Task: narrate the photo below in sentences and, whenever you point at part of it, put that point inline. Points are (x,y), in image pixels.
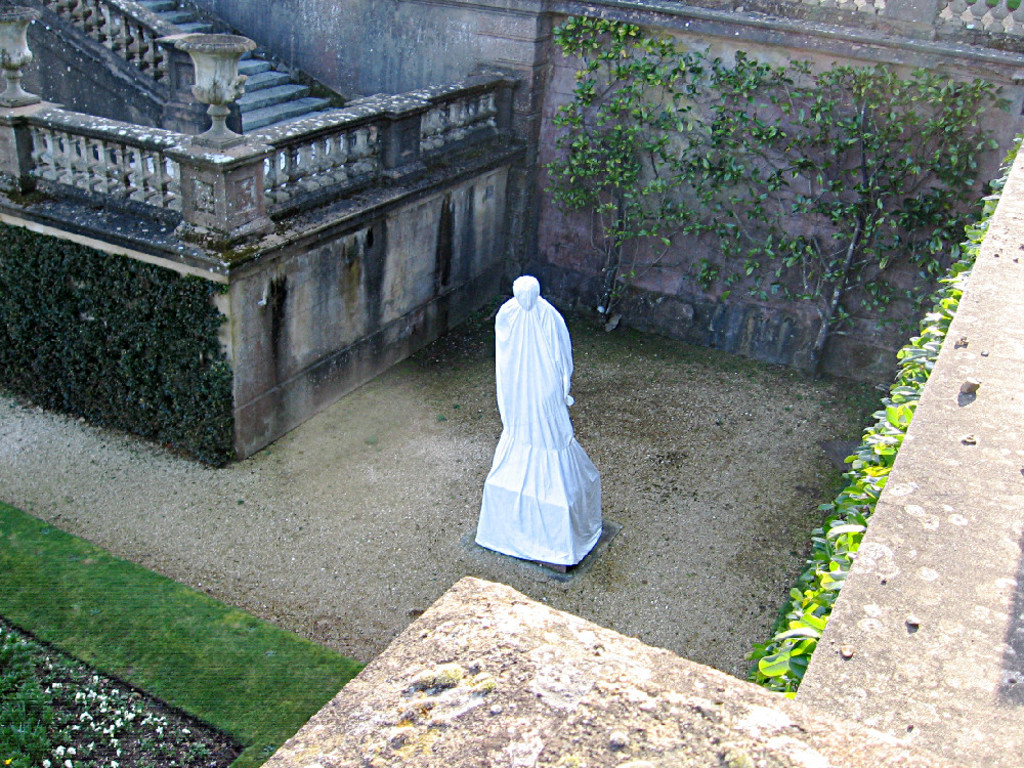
In the center of the image (518,491) we can see a statue (505,542) which is covered with a cloth (527,548). We can also see a building (174,50) with the staircase (269,69), some plants (653,162) on the walls (688,156) and some grass (148,603).
